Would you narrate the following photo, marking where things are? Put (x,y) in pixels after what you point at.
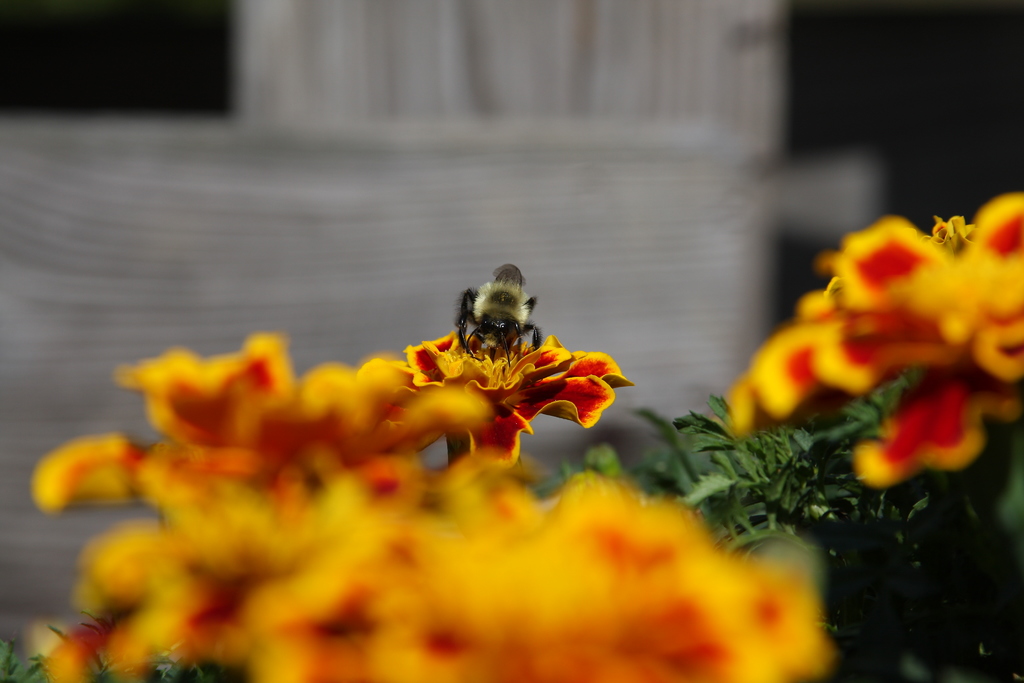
In this image there are flowers (510,446), on that flower (511,371) there is a bee (508,347), in the background (698,296) there is a wooden surface (423,240) and it is blurred.
